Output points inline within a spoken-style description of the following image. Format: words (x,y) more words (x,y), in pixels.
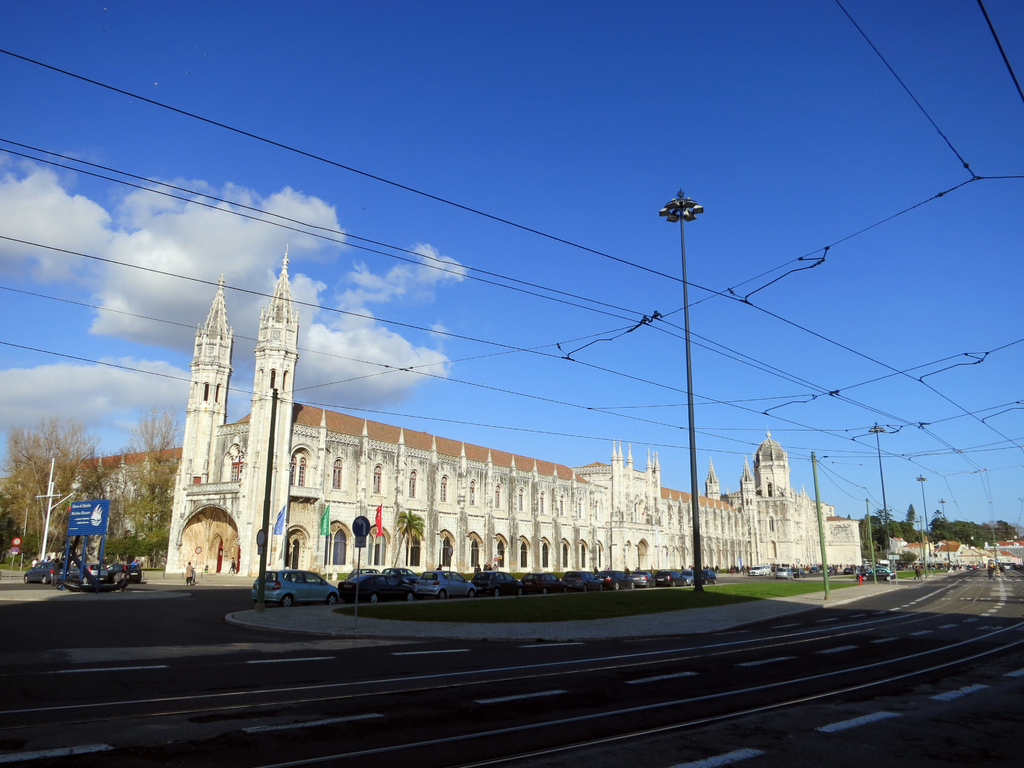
In this image we can see a building (435,531). In front of the building (452,527) we can see a group of vehicles (345,594), grass (459,611) and a pole (683,216) with lights (685,200). On the left side (108,466), we can see a building (119,475), trees (83,479), vehicles (83,576) and a board (89,532) with text (75,520). On the right side (968,533), we can see few trees (979,526) and buildings (974,550). At the top (600,140) we can see the sky (594,271) and the wires (460,266). At the bottom (680,647) we can see the road (345,701).
